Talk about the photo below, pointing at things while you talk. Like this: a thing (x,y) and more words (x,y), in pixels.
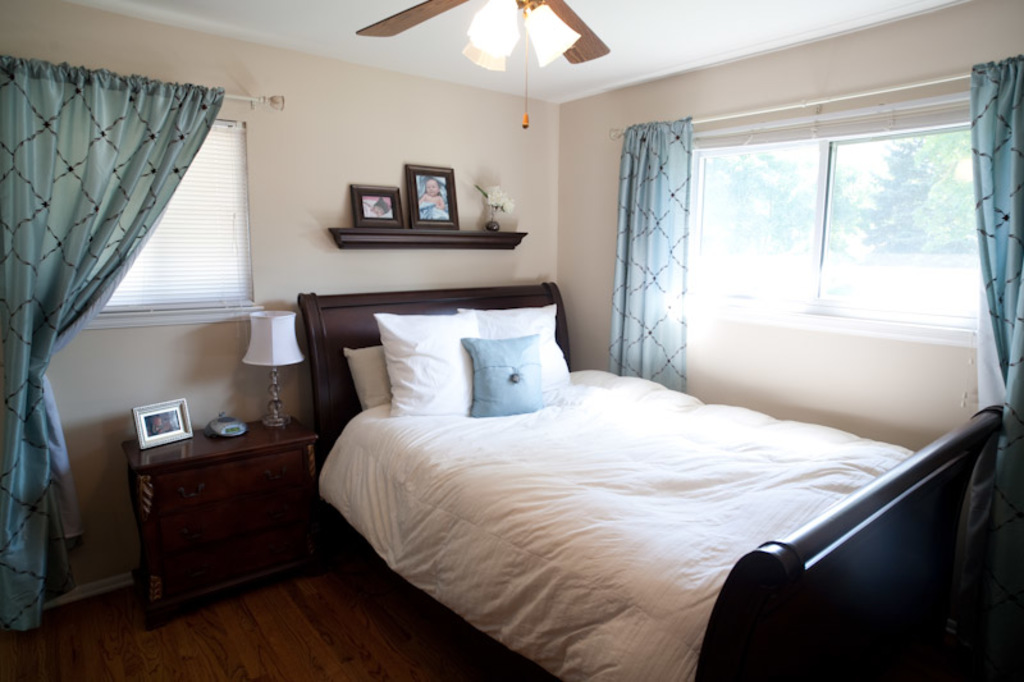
This is the picture of a room (885,281). In this image there are pillows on the bed (541,527). There are curtains (985,163) at the windows (704,160). There is a lamp (277,341), frame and device (234,416) on the table (147,467). There are frames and there is a flower vase (499,203) on the wall (332,260). At the top (572,49) there is a light (571,36) and fan (579,16). There are trees (815,171) behind the window (968,150).
